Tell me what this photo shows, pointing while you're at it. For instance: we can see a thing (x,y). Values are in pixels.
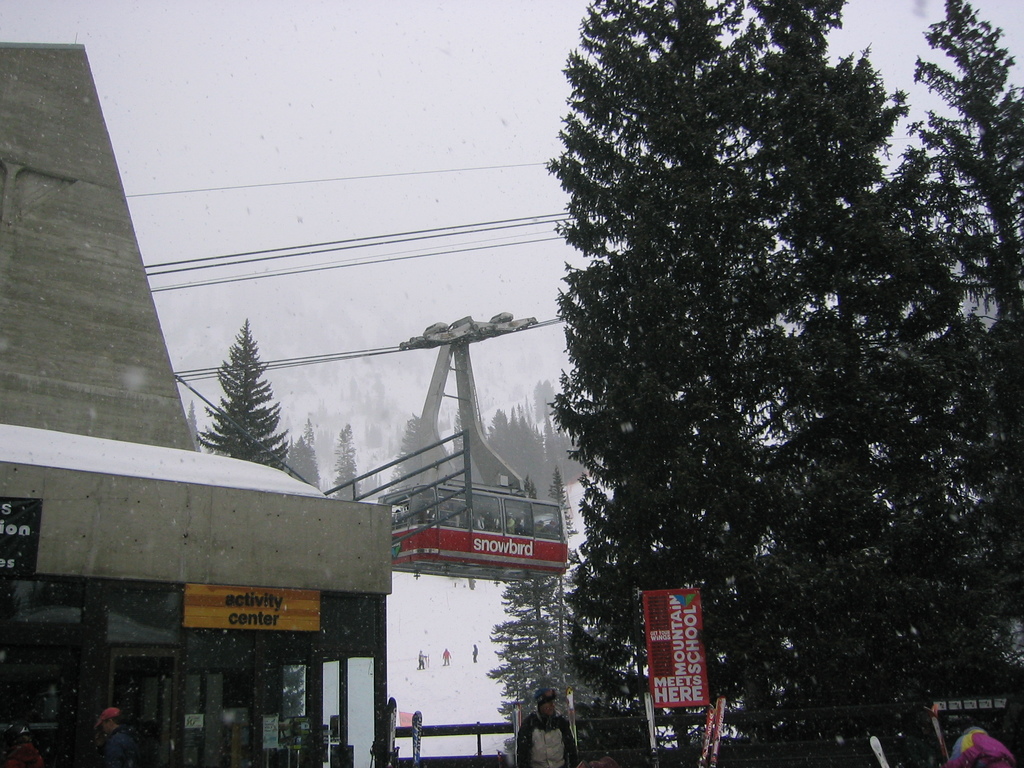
In this image I can see few trees (743,322) which are green in color, few persons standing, a red and white colored board (703,699), a building (327,657) and a cable car (478,521). I can see snow (439,584) on the ground (447,584), number of persons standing on the snow (442,629), few trees (542,440), few wires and the sky (330,265) in the background (369,140).
